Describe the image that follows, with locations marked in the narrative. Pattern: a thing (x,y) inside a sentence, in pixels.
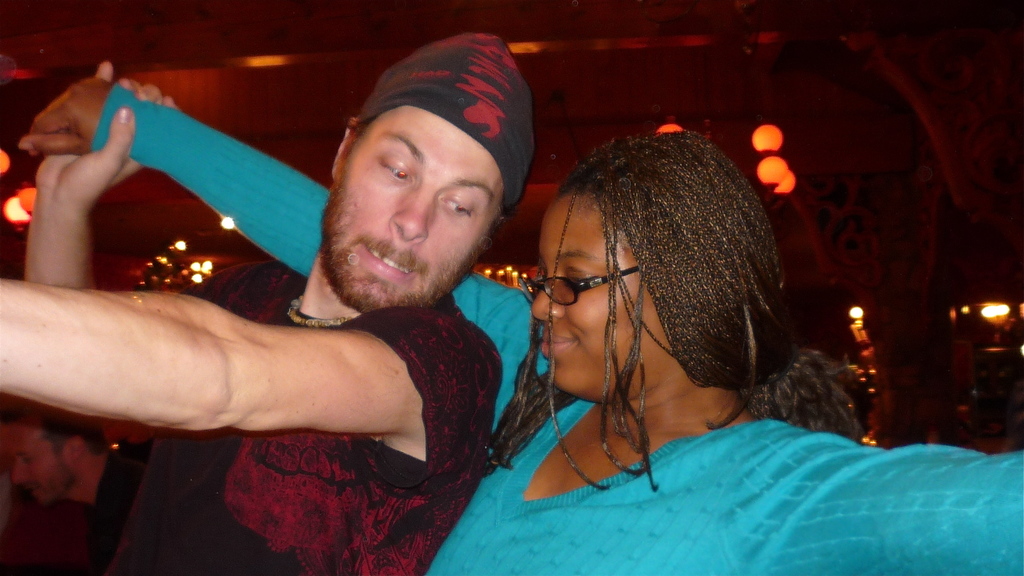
On the left side (333,242), there is a person (418,273) in a brown color dress (440,354), holding a hand (80,88) of a woman (528,323) who is in blue color T-shirt (908,457) and is smiling. In the background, there are lights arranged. And the background (1016,98) is dark in color.
